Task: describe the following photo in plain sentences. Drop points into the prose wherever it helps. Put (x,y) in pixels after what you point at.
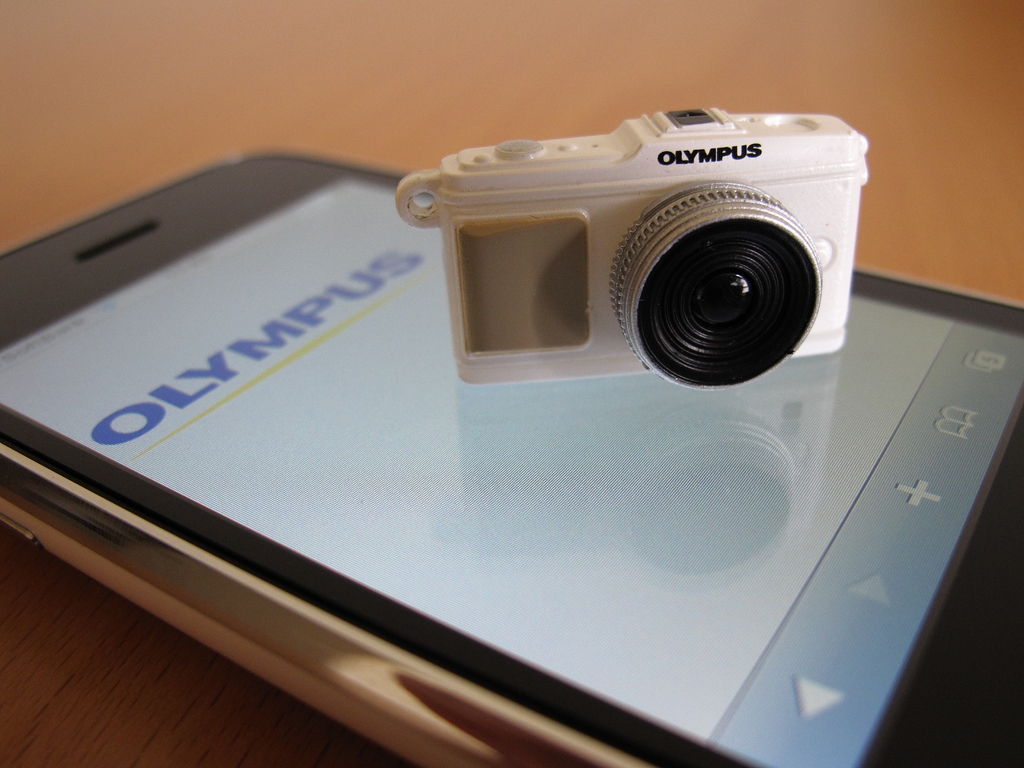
In the image we can see there is a camera (741,231) kept on the mobile phone screen (609,506). On the camera (744,185) its written ¨Olympus¨ and on the mobile phone screen (342,372) it's written ¨Olympus¨. The mobile phone (373,661) is kept on the table (248,694).
